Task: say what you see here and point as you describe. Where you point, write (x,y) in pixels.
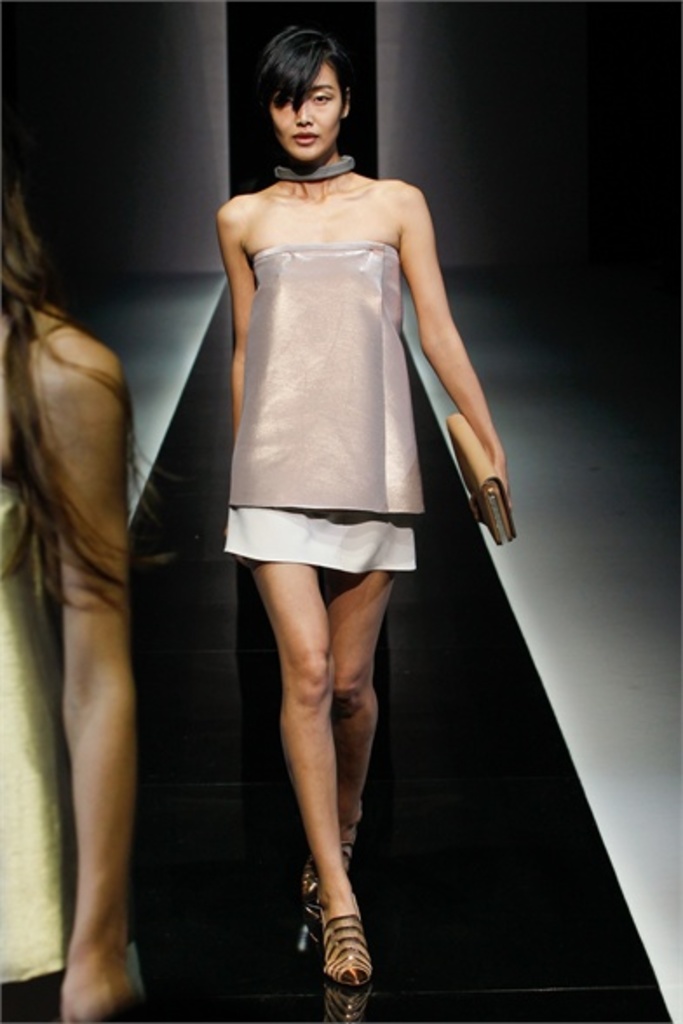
In front of the image there is a person (21,425). Behind her there is another person (322,90) walking on the floor (422,563) by holding the wallet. In the background of the image (502,171) there is a wall (571,157).
